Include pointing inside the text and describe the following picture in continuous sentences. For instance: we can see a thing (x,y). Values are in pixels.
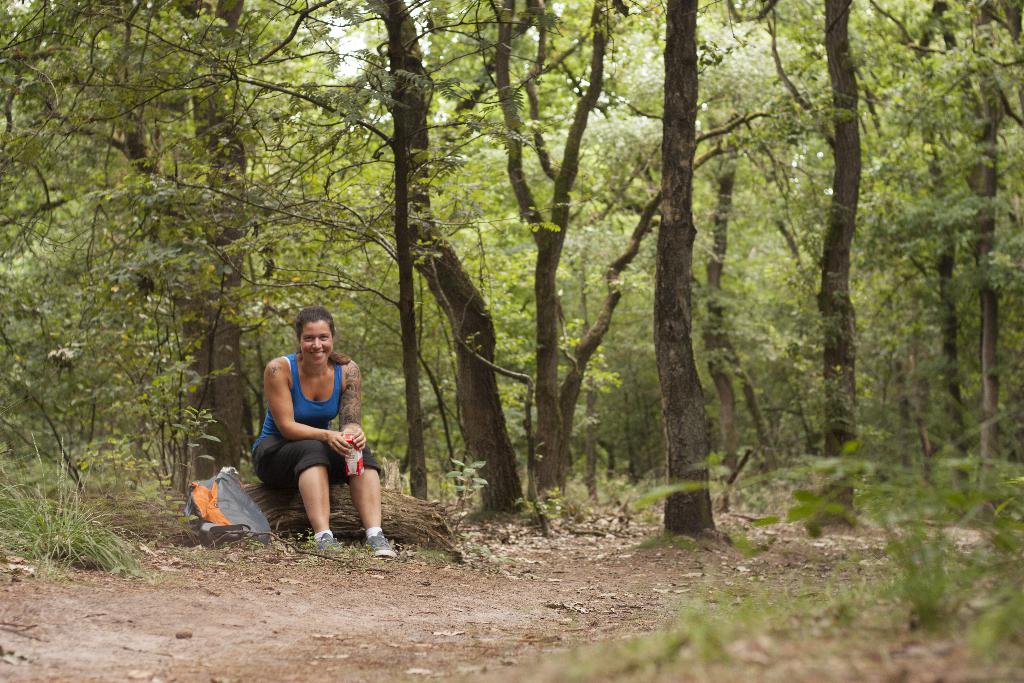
In this image a woman (269,427) seated on the wood (259,493) and she is laughing and she holds a bottle (354,447) in her hands (344,439), there is a backpack (196,496) near to her, in the background (436,229) we can see trees (433,124).
